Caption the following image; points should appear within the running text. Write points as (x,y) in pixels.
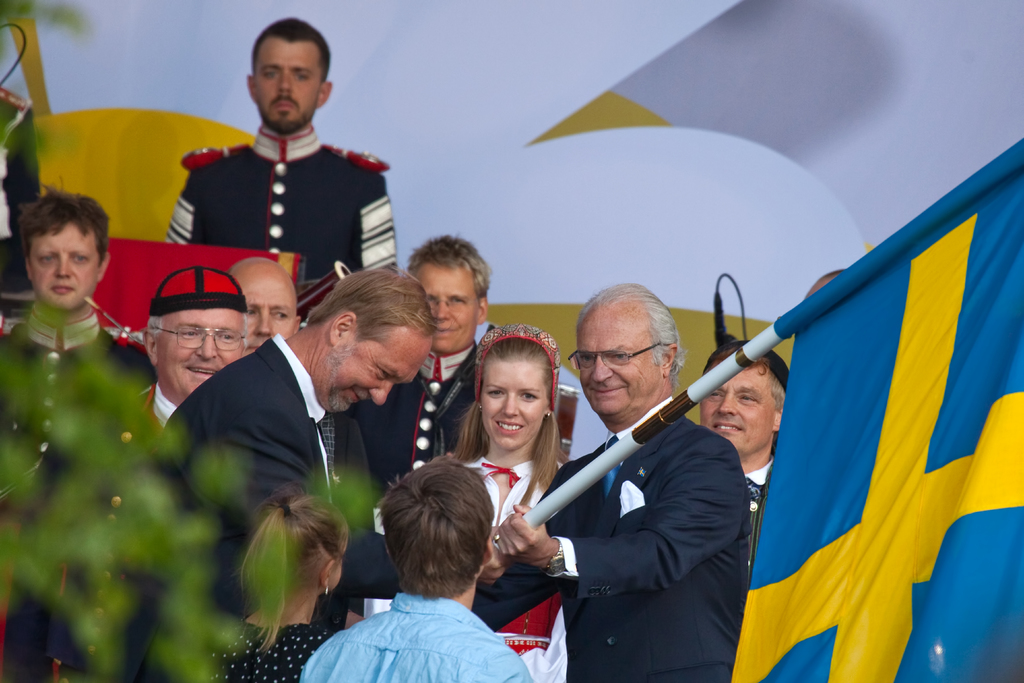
In this image there are a group of people (454,461) and there are some persons (604,378) who are holding a pole (727,379) and flag (797,365), and on the left side (108,520) there is a plant (215,454). And in the background (337,96) there are some boards (431,156) and some objects (15,64).
